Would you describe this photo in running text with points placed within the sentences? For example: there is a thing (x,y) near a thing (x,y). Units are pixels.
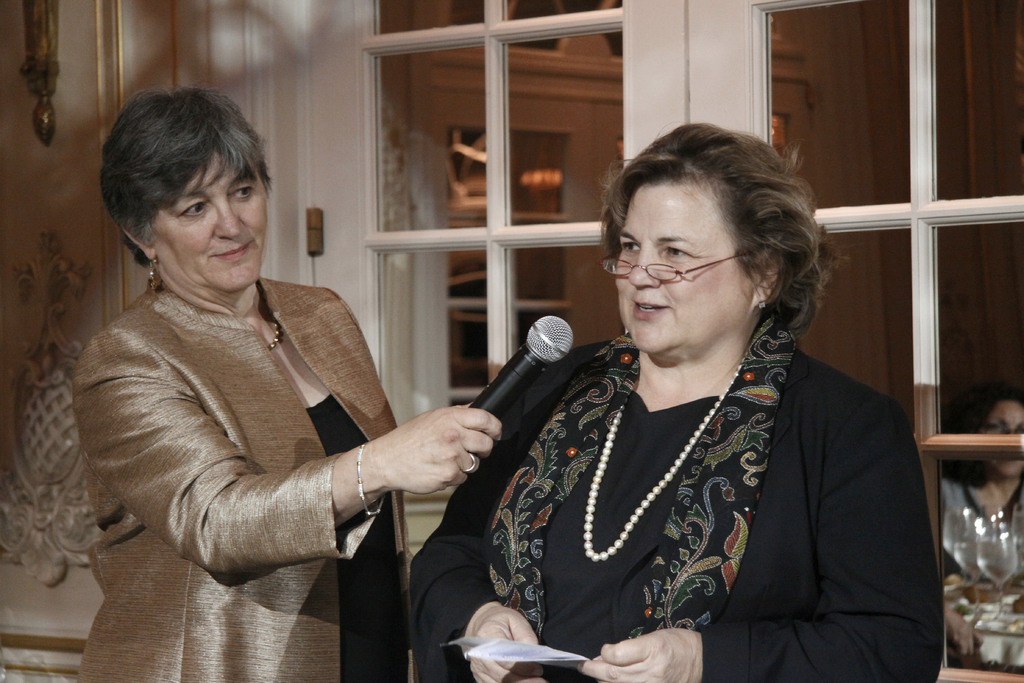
In the middle (594,415) there is a woman (758,531), she wear black dress (776,547), scarf (735,439), she hold a paper (519,658) her hair (749,198) is short. On the left (276,493) there is a woman (244,548) she wear an ornament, her hair (181,173) is short, she hold a mic (516,383). In the background (554,74) there is a window (896,163), glass (996,545), woman (985,488) wall (89,108). I think this is a restaurant (619,105).
